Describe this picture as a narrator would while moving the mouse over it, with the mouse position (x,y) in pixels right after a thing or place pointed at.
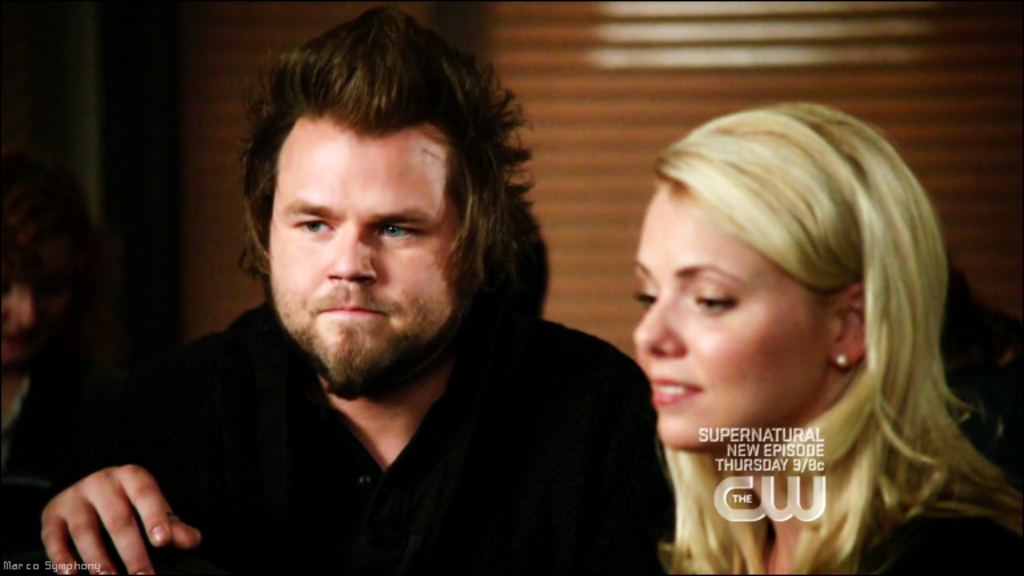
In this picture we can see a man (610,375) and a woman (746,330). The background (636,65) is blurred. On the right (727,469) we can see text (728,472).
